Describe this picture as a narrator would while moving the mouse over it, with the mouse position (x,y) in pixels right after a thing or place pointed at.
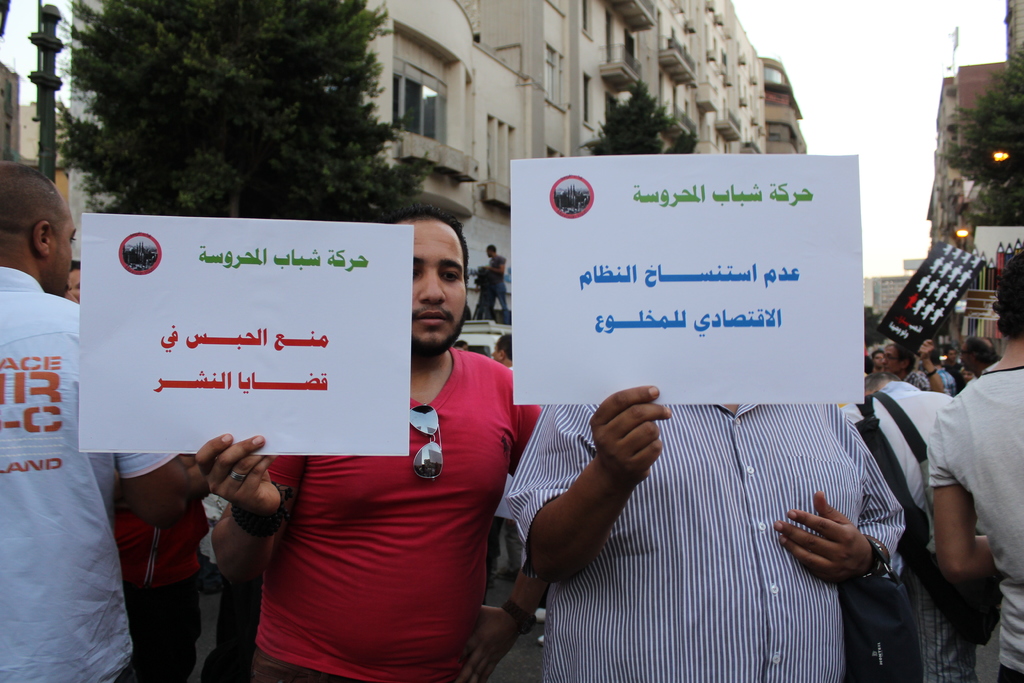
In this picture, there are two men (395,509) holding boards (400,373). On each board (386,367), there is a text (761,321). A person (369,504) towards the left (314,546), he is wearing red t shirt (431,521). Beside him, there is a man (608,530) wearing strip shirt (763,471) and carrying a bag (861,675). Towards the left corner (31,420), there is another man (67,414) wearing white t shirt (58,508). In the background (878,250), there are people (961,383), trees (293,152), sky (868,110) etc.
